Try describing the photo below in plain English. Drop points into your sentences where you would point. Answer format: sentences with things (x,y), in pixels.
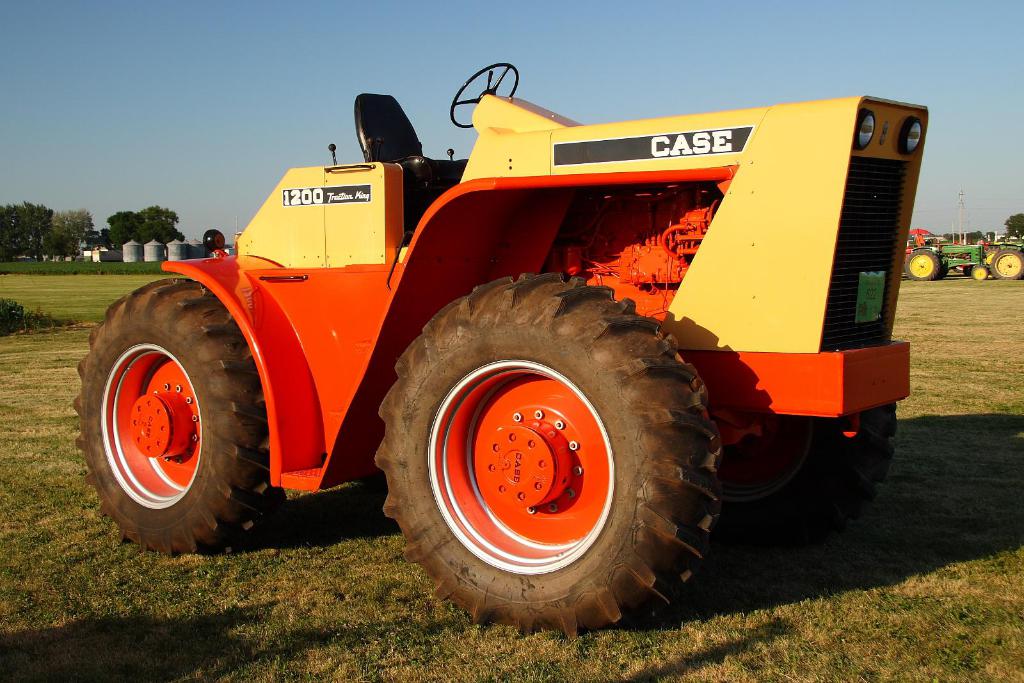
In this image in the center (443,399) there is vehicle (458,383) with some text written on it and there are numbers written on the vehicle (572,261). In the background (1010,262) there are trees (22,246), vehicles (964,245) and there are objects (138,254) which are white in colour.
